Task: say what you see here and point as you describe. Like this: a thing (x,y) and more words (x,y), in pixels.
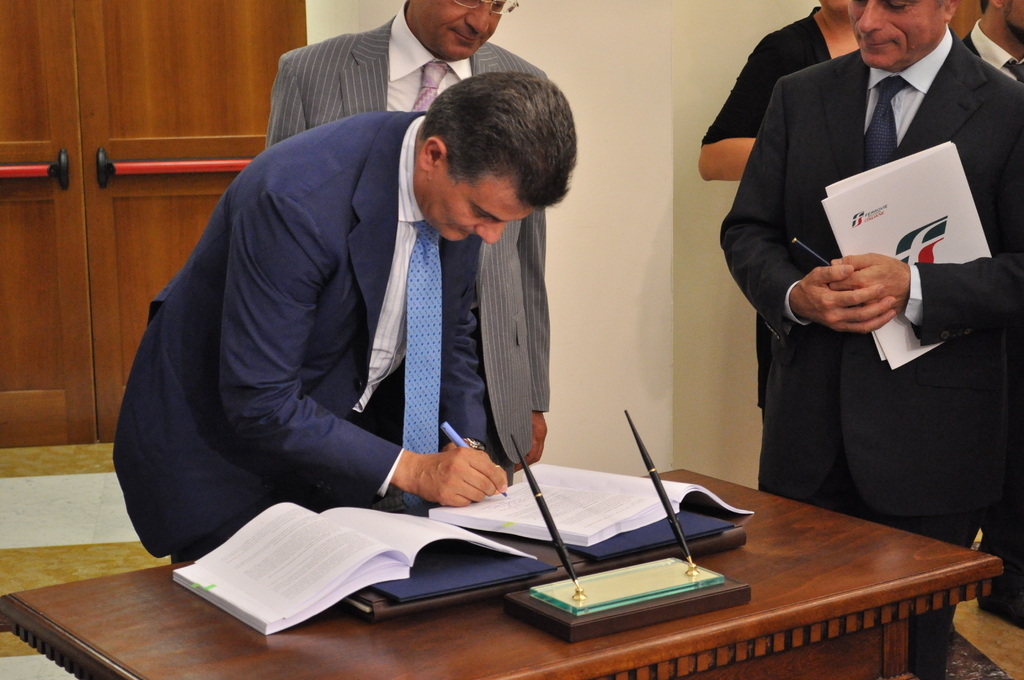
In this picture we can see man (431,261) wore blazer (379,284), tie (420,301) holding pen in his hand (475,485) and writing on book (556,479) placed on a table (795,552) along with pen stand (603,600), other books (477,547) and beside to him we can see four people (835,24) standing and looking at this person (441,227) and in background (220,69) we can see door (175,123), wall (617,193).
